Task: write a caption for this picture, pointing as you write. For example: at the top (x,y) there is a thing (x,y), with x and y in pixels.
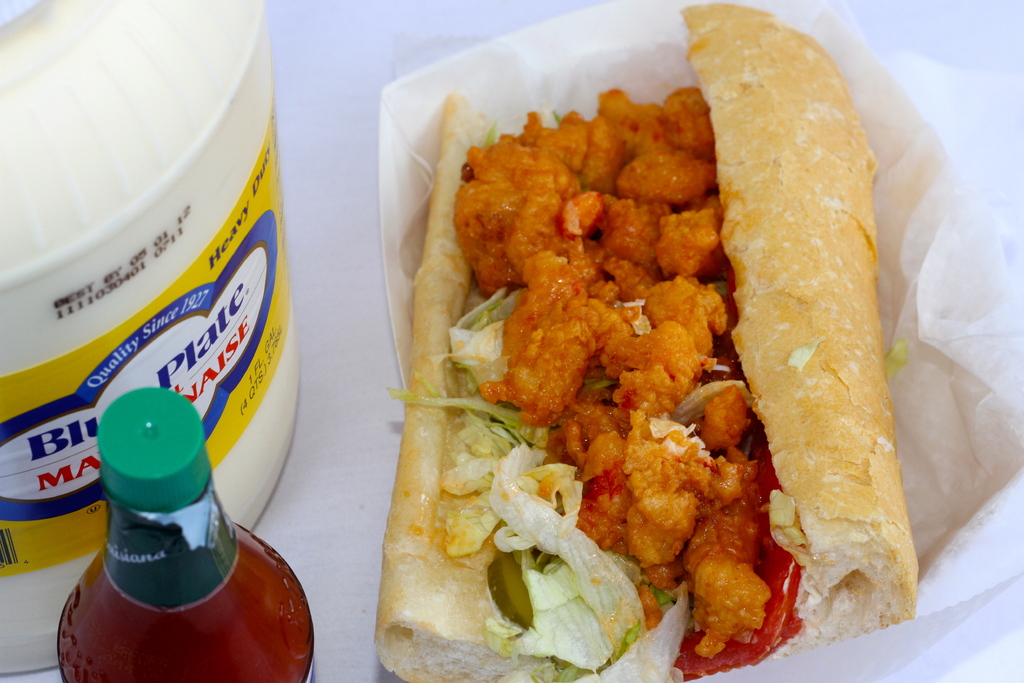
Food (567,161) is highlighted in this picture. Beside this food (523,316) there are 2 bottles (235,557). This food (530,399) is presented in a bowl (407,176).
